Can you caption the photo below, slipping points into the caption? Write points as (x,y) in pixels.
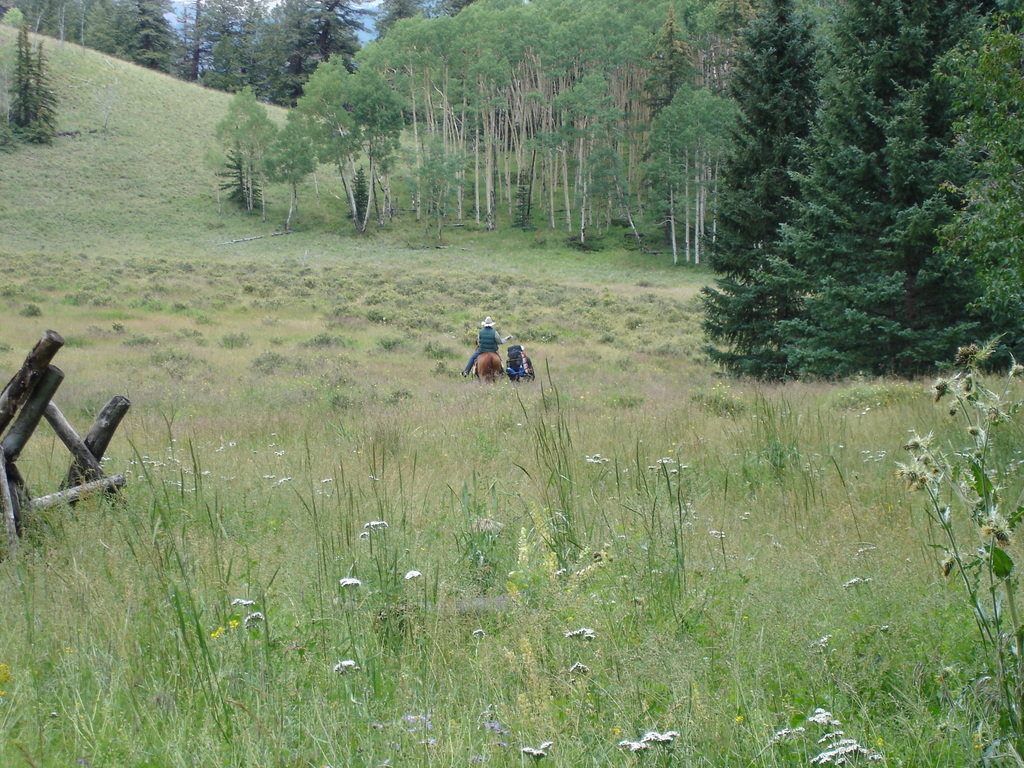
In this picture I can see there is a man (496,350) sitting on the horse (491,377) and he is wearing a green vest (489,353) and a hat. There are plants (508,321) and grass (822,509) on the floor (502,396) and there are few trees (667,167) on to right (839,165) and there is a mountain (197,124) in the backdrop (167,117).
